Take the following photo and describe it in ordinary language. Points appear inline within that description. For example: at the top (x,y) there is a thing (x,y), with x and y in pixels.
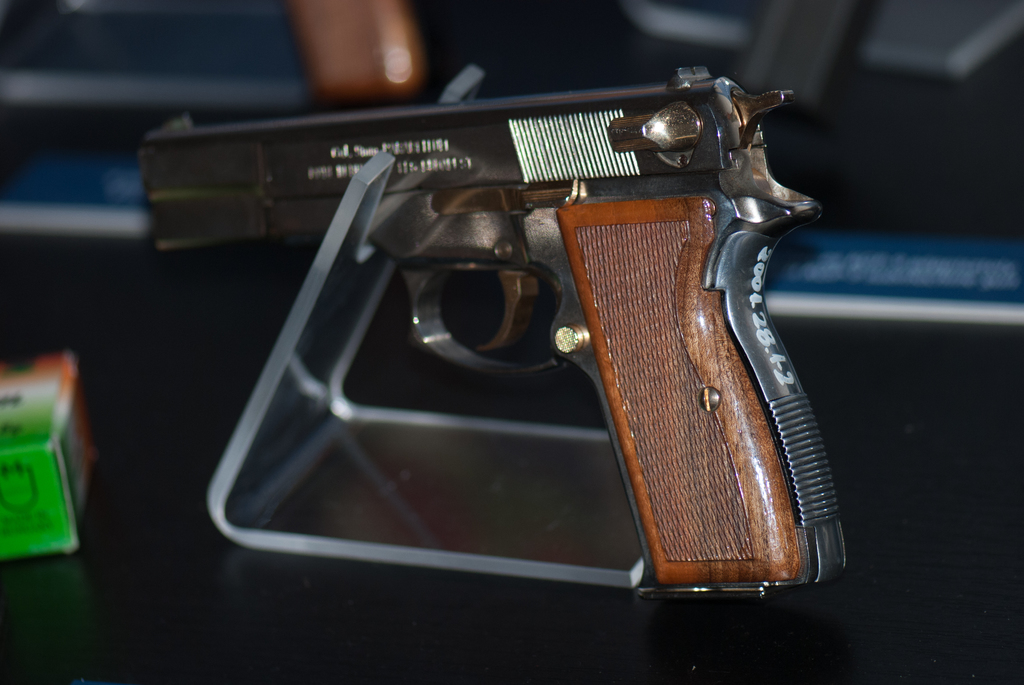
In this picture we can see a gun (664,314), stand (265,420) and on the left side of the gun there is an item (39,413) on an object (85,379).
